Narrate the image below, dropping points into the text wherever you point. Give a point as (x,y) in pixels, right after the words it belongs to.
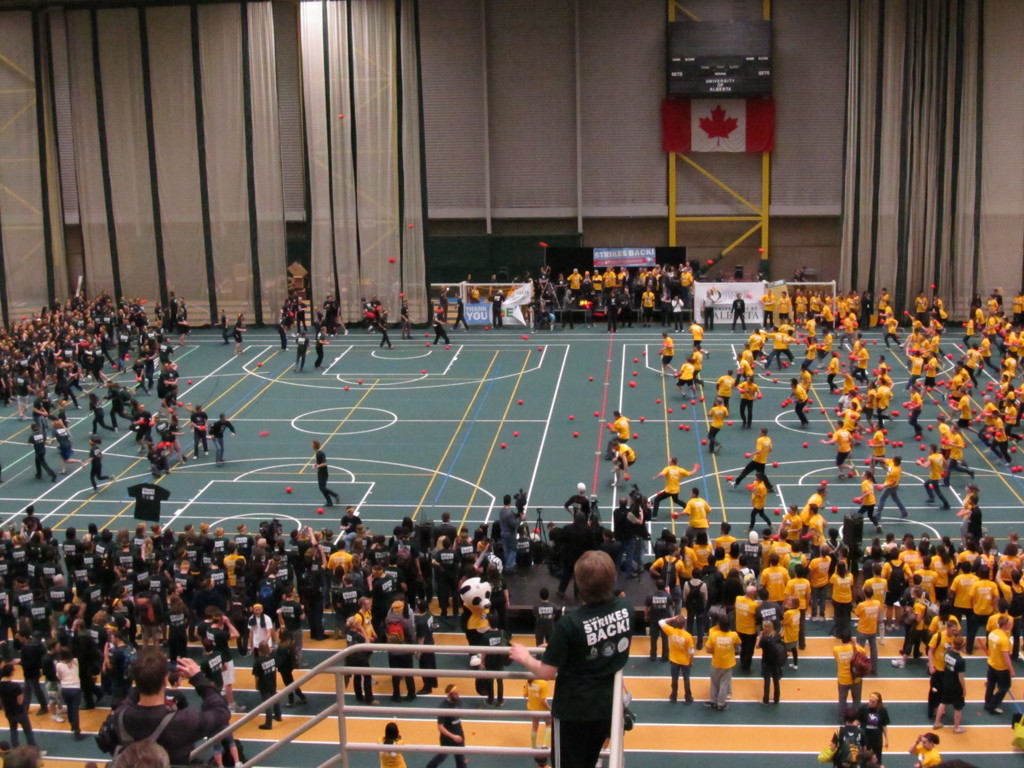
In this image I can see a group of people (224,421) are playing a game on the ground (553,427), crowd (515,547) is standing, fence (430,750), metal rods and balls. In the background (613,230) I can see a wall (449,196), curtains (410,186), board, flag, screen (627,249), tables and so on. This image is taken may be on the field (284,364).
